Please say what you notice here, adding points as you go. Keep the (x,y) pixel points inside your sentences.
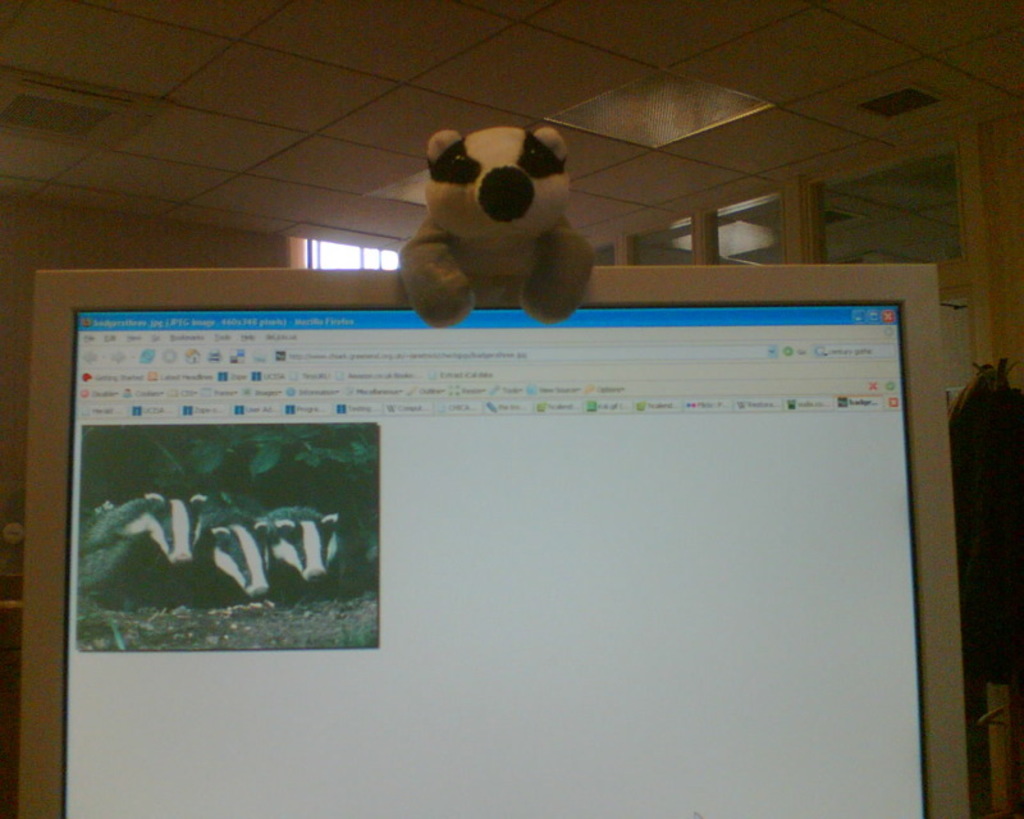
In this picture there is a computer (89,389) in the foreground (39,608). On the screen (528,609), there is text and there are icons (771,358) and there are pictures (223,548) of animals (237,548) and there is a toy (470,181) on the top of the computer (752,302). On the right side of the image (1014,616) there is an object (1023,635). At the back (913,229) there might be a door (1021,229). At the top (589,126) there are lights (606,126).
